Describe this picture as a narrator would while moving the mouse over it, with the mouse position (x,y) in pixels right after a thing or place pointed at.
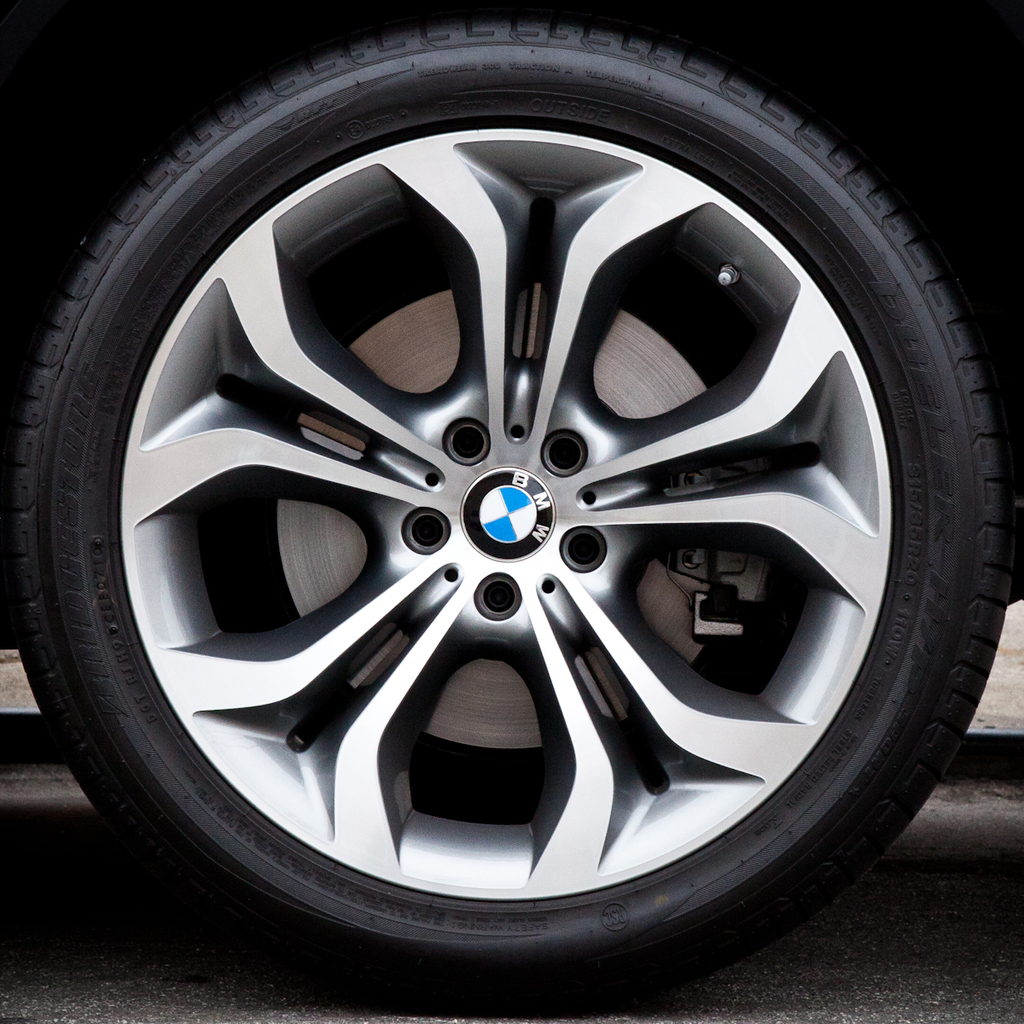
In this picture I can see a tyre (914,274), and a BMW logo (473,535) on the rim (442,503) of the tyre (459,1003).
